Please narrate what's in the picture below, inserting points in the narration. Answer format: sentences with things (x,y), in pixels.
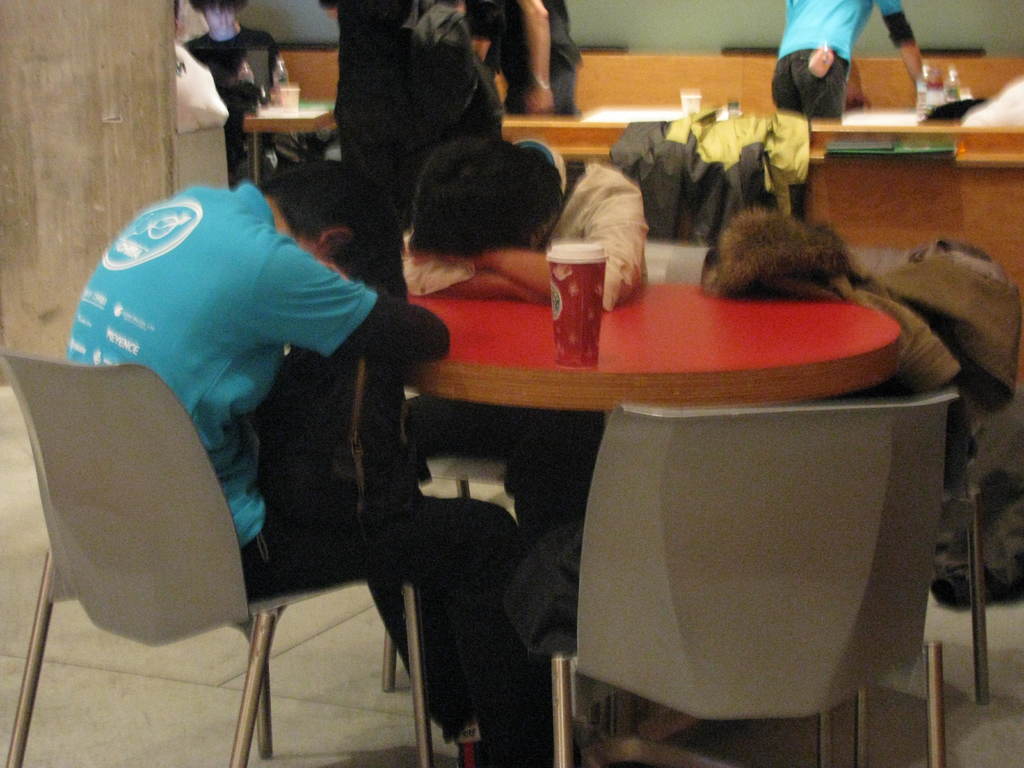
In this image there are two people (182,350) lying on the table (739,397) and sitting on the chairs (94,482). There is the tumbler (562,291) on the table (601,323). In the background there are few people (549,64) sitting and standing near the tables (860,163). There are few water bottles (949,88) placed on the top of the table (852,137).
